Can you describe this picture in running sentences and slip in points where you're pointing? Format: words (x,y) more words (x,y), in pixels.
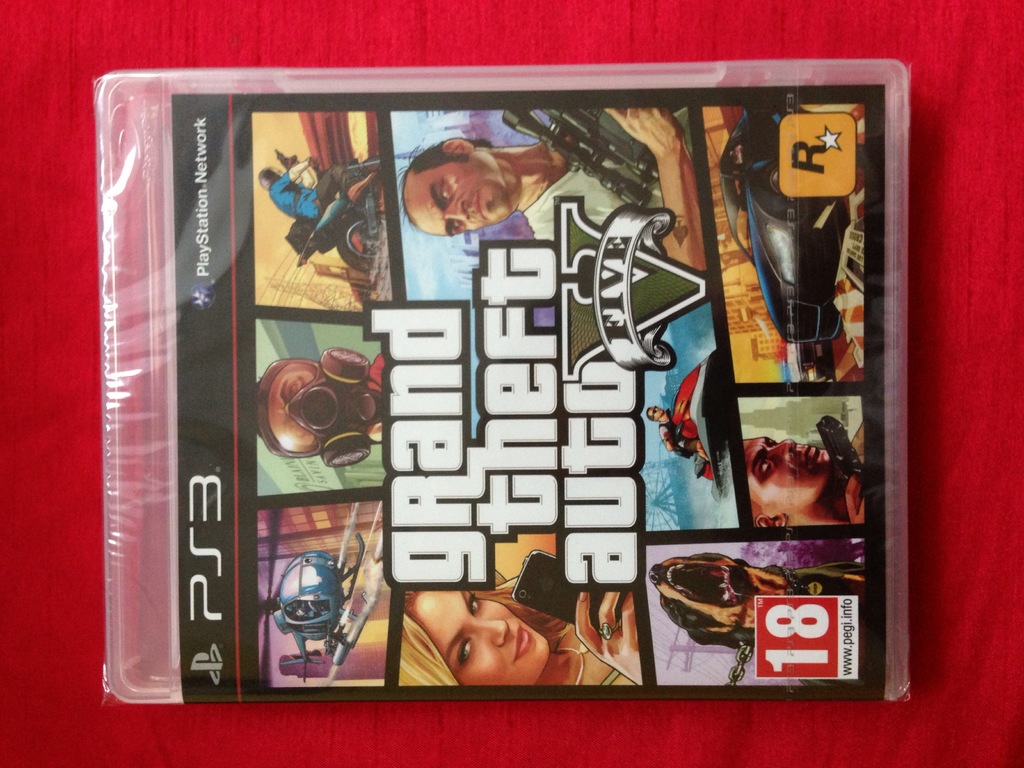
This is zoomed in picture. In the center (586,260) there is an object (850,521) seems to be a box (198,638) on which we can see the pictures (331,178) of vehicles (314,609). On the left (300,189) there is a man (300,215) riding a bike (342,218) and there is a woman (454,636) holding a mobile phone (569,605) and we can see a person (471,205) holding a rifle (541,131) and some other pictures (734,558) and the text (456,418) is printed on the box (583,362). The background of the image (886,33) is red in color.
